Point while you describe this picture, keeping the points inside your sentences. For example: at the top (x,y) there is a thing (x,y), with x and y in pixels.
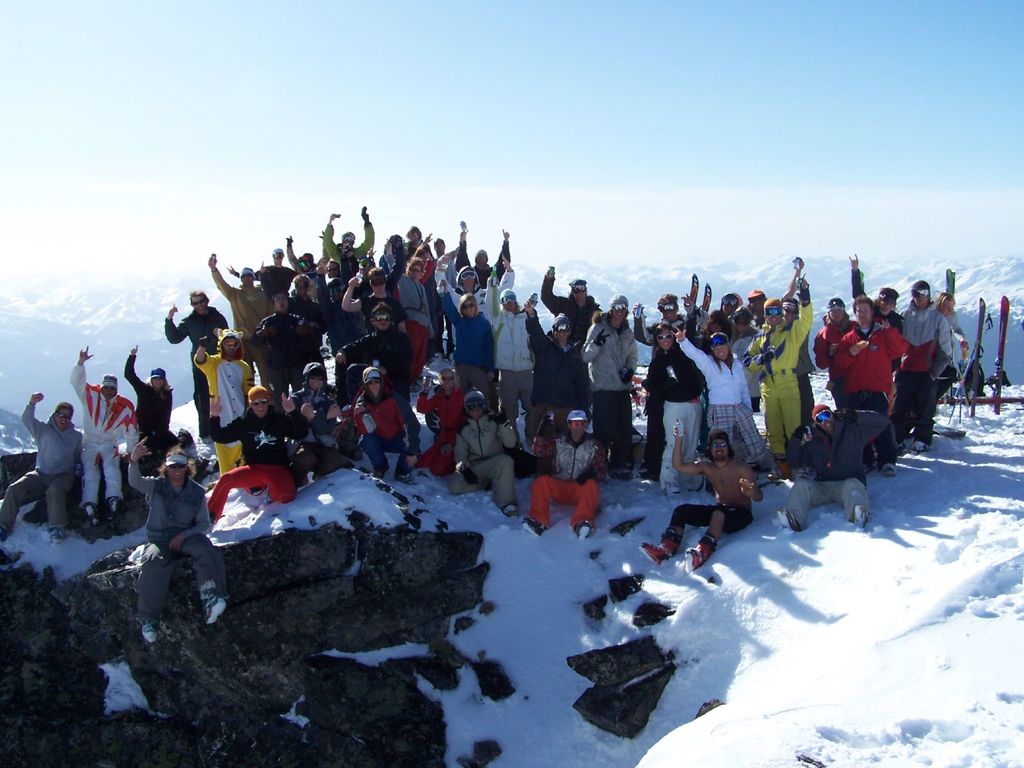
In this picture there are group of people (635,330) standing and there are group of people (844,463) sitting. At the back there are mountains (5,377). At the top (586,97) there is sky (638,90) and there are clouds (723,227). At the bottom (874,610) there is snow (869,673) and there are rocks (215,674).
